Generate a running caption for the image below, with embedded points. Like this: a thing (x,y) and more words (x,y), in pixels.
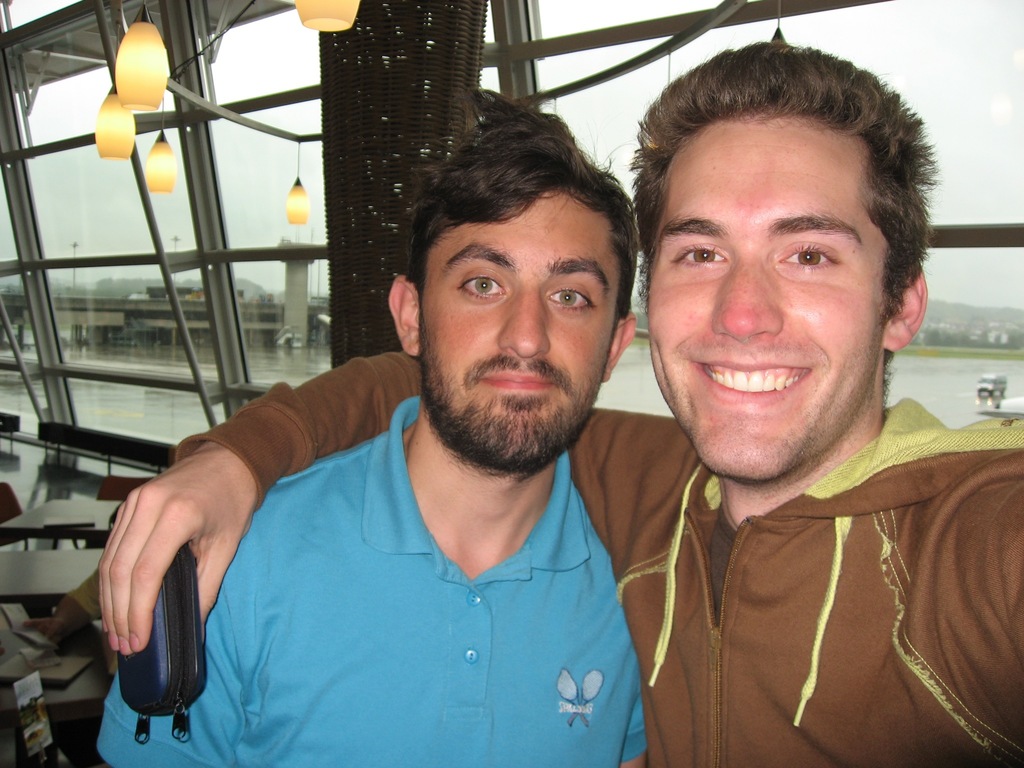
In this image there are two men (680,598) standing. They are smiling. To the left (41,566) there are tables (33,556) and chairs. There are lamps (138,77) hanging. Behind them there is a glass wall (952,326). Outside the wall (211,288) there buildings (163,308) and trees (987,343). At the top (972,51) there is the sky (103,201).
